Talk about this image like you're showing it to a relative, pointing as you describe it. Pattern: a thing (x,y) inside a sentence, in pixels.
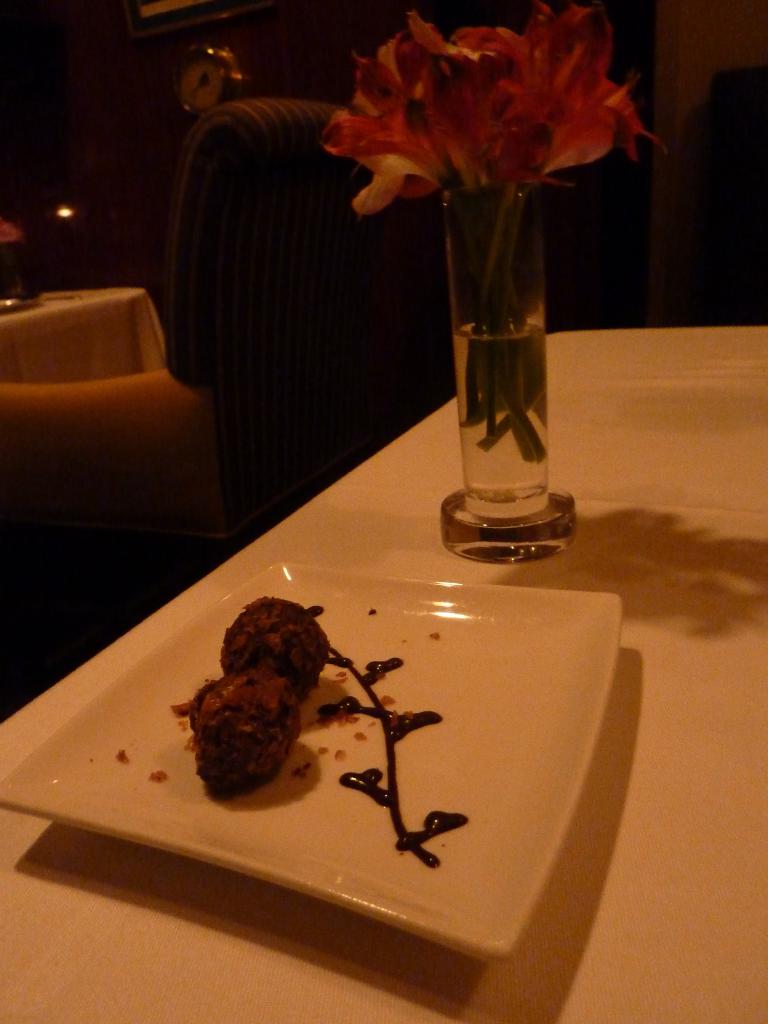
In this image we can see a plate (394,681) filled with food item (381,794) and we can also see a flower glass (457,508) placed on the white tablecloth (721,651).
